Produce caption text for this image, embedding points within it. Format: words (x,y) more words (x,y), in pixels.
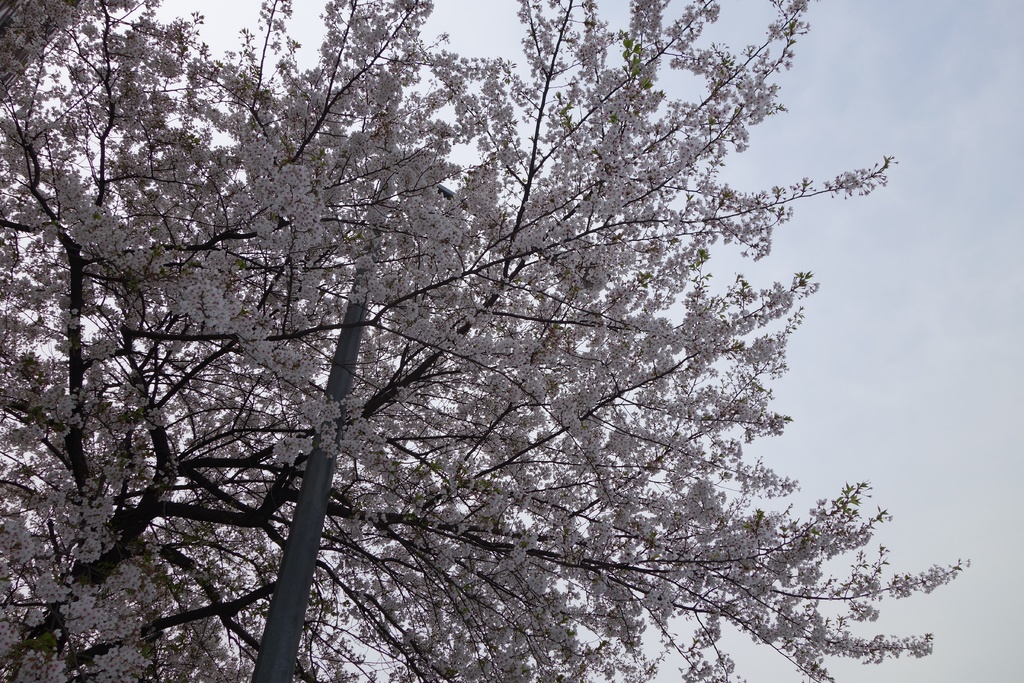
In this image we can see a tree (541,436) and a pole (303,570), also we can see the sky (882,267).
